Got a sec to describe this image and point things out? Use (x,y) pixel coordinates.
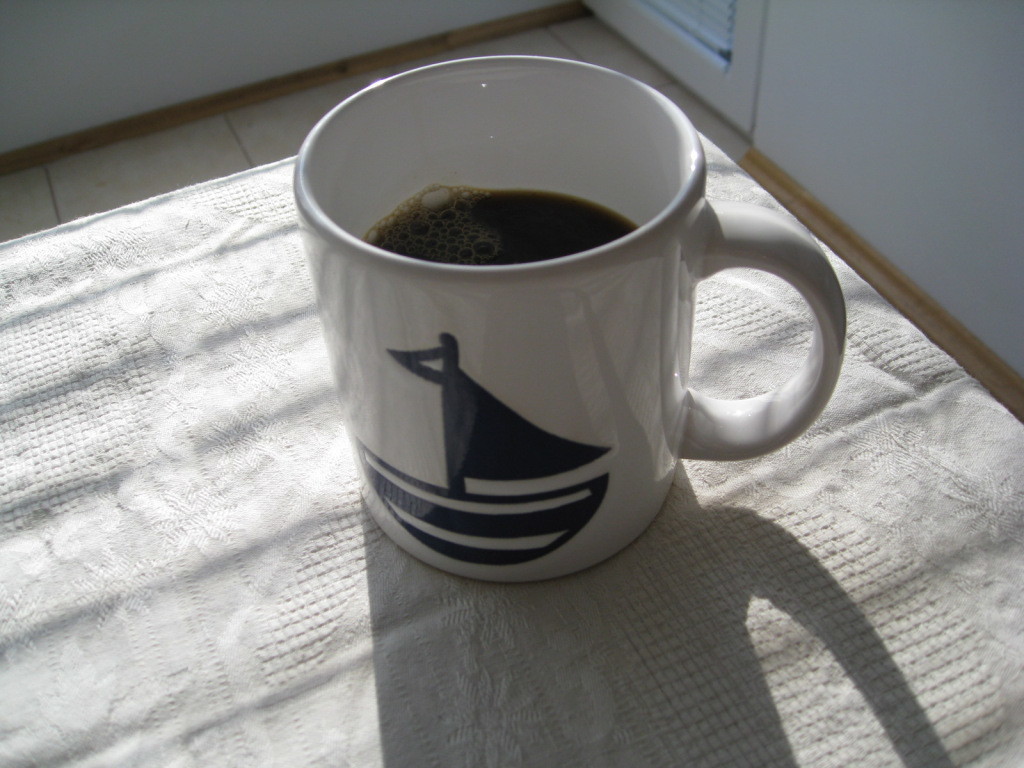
We can see cup (405,143) with drink (443,247) on cloth (679,556) and we can see floor (274,153), wall (229,69) and door (701,84).
